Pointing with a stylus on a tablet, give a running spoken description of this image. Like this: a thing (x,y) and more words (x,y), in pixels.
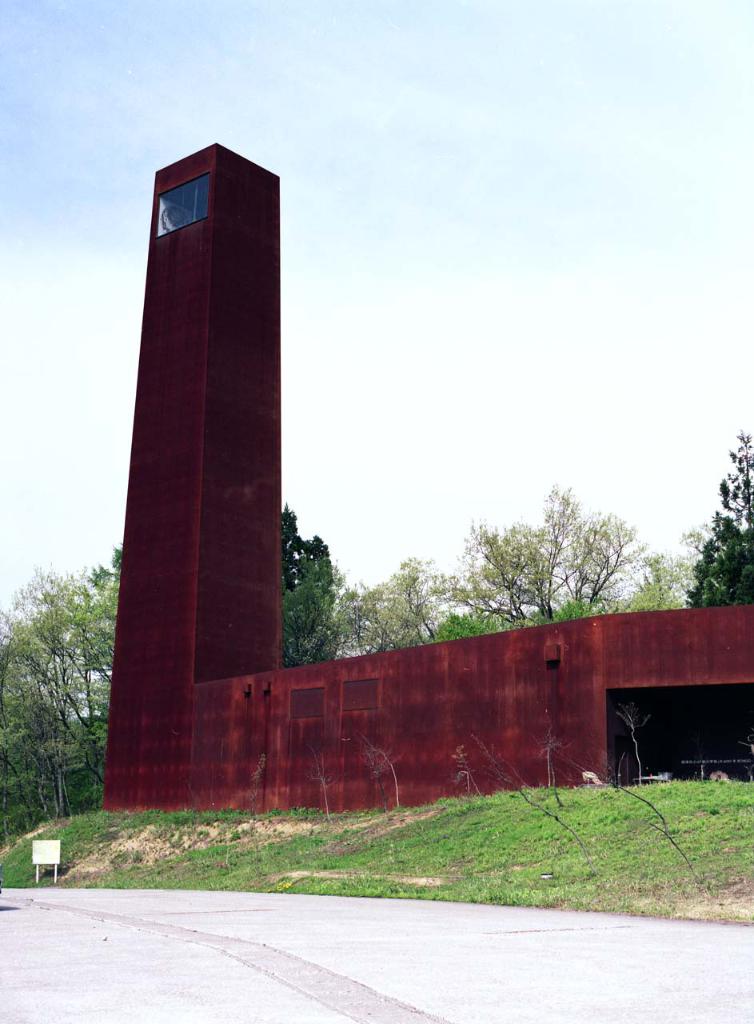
In this image I can see a white board (44,848), a red colour building (171,628), number of trees (16,806) and in the background (412,91) I can see the sky (346,101).
